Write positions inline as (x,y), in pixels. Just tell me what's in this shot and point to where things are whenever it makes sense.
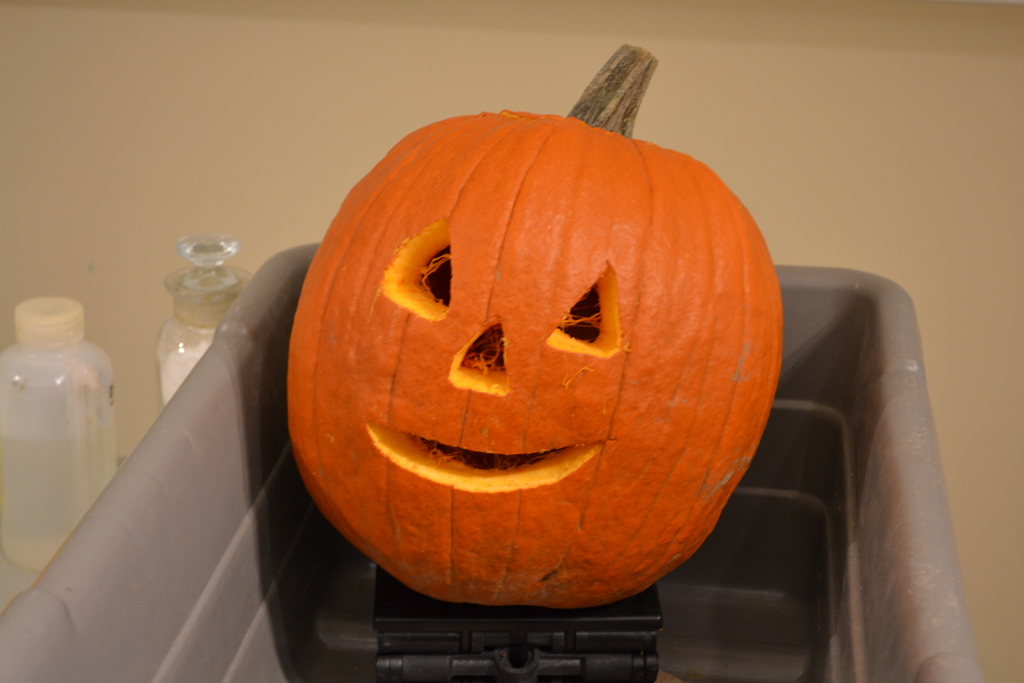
In this image there is one basket (261,344) and in the basket (931,452) there is one pumpkin (499,411). On the left side (95,374) there are two bottles (68,387) and one bottle (48,400) is filled with water (45,453). On the background of the image (201,91) there is one wall (446,83).
